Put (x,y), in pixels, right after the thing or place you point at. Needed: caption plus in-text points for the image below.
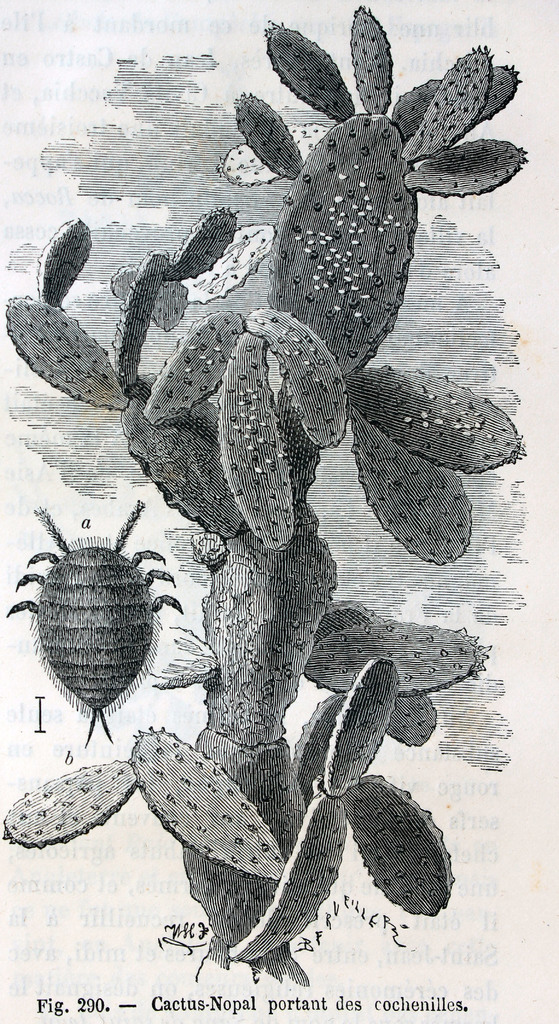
In this picture we can see a cactus plant (337,420) and an insect (91,733).
